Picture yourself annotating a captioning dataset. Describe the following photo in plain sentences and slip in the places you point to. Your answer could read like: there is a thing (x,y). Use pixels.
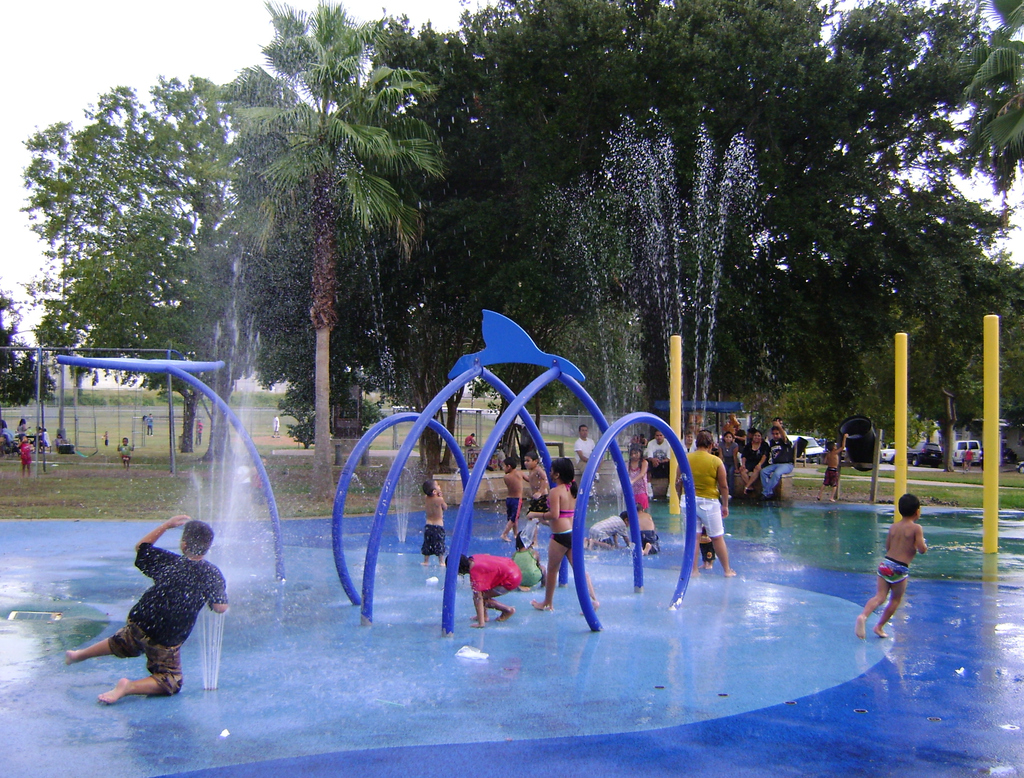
In this image in the center (670,434) there is a fountain (235,549), and there are some children (906,503) who are playing with water (802,555) and in the background (692,437) there are some people (773,449) who are sitting. And some of them are standing and also there are some trees (463,168), and some persons (57,438) and also there are some vehicles (798,437).
